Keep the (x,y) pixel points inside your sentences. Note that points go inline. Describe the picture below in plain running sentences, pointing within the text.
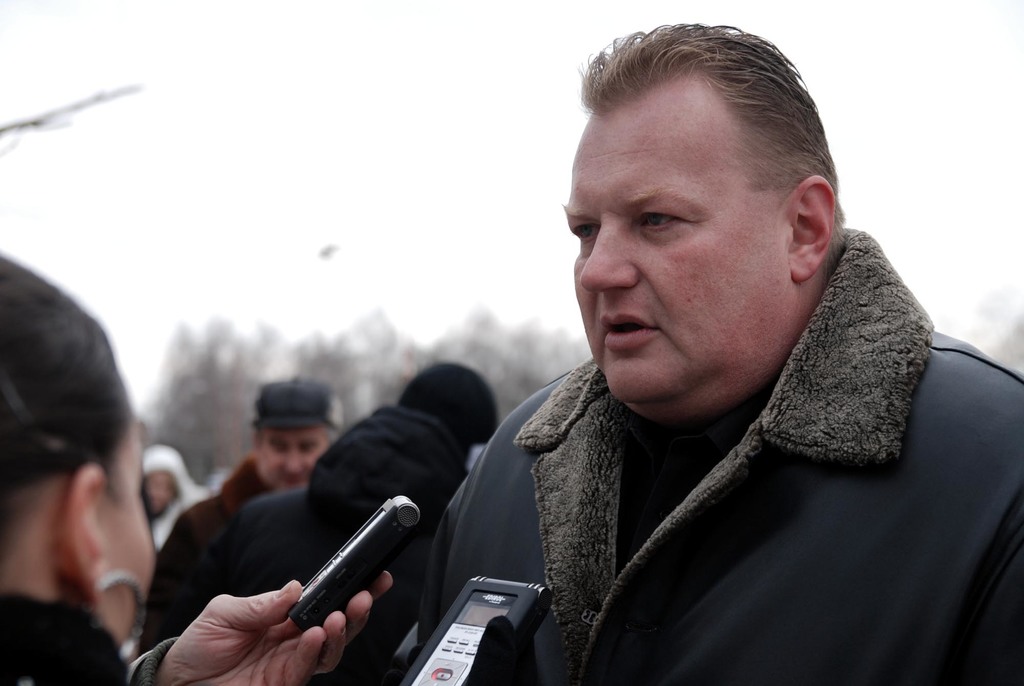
In this picture there is a man (774,458) who is wearing black jacket (855,519) and standing near to the woman (180,642). She is wearing earring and holding this recorder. In the back (460,481) we can see group of persons (390,425). In the background (515,384) we can see many trees (532,356). On the top (408,116) we can see sky (406,125).
